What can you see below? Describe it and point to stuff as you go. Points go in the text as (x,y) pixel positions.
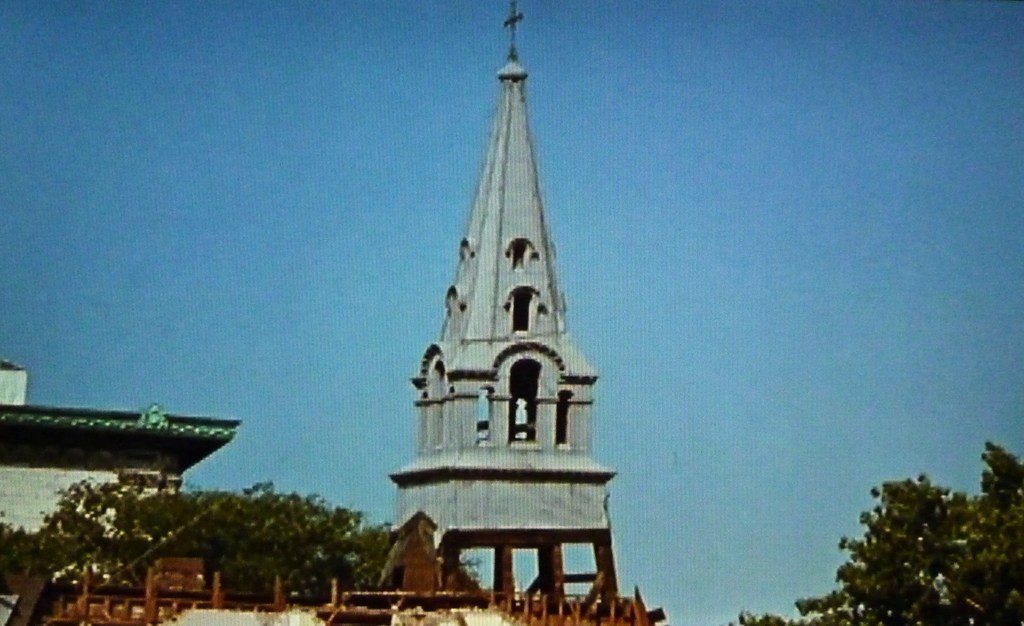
Sky (724,69) is in blue color. Far there are number of trees (290,573). This is a tower (484,546) and it has a cross symbol (506,15). There is a building (108,444) with roof top (82,427).
